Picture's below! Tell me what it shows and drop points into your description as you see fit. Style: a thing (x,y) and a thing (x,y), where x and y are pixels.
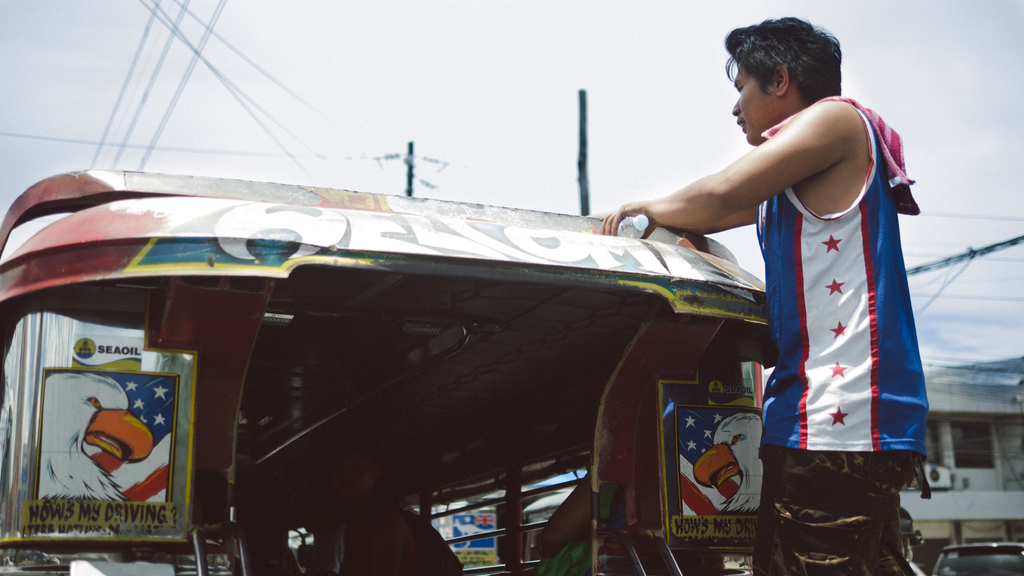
In this image we can see a man (895,221) on the right side (861,211) and he is standing on the back of a vehicle (753,406). Here we can see a person (549,541) in the vehicle (609,545). This is looking like an electric pole (412,171) and here we can see the electric wires (212,69). Here we can see a car (945,557) on the bottom right side (977,565). Here we can see the house (1011,483) on the right side (967,472).
